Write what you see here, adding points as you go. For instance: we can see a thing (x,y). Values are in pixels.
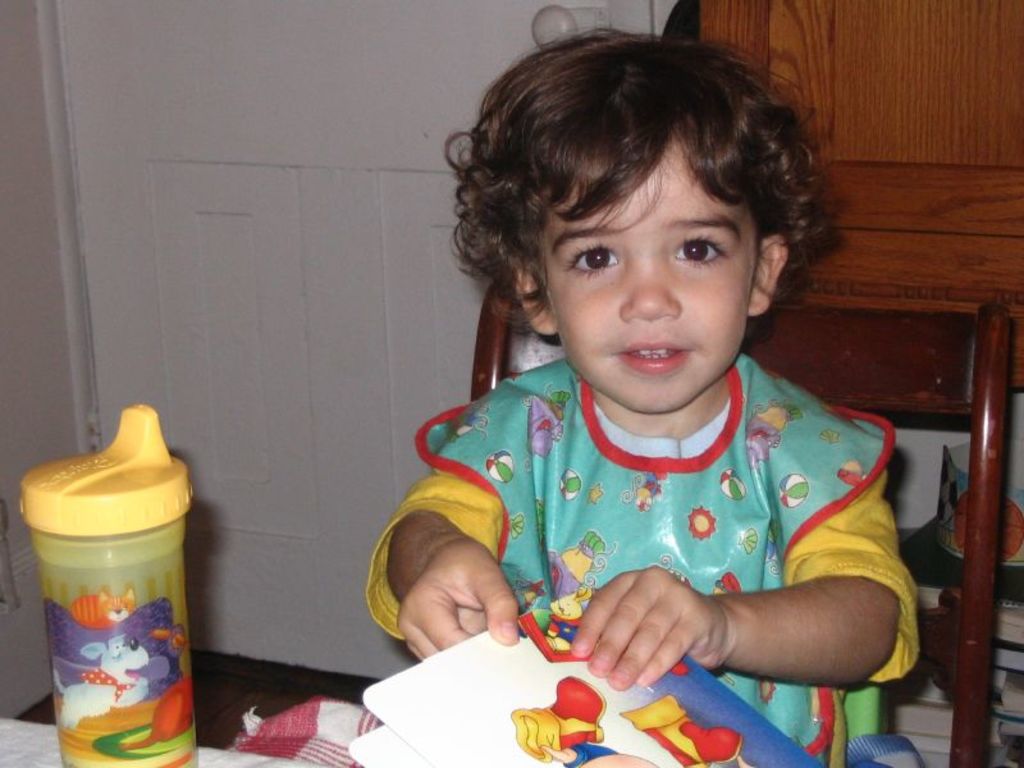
A girl (538,126) is sitting in a chair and playing with a book (577,681) in her hand (466,623).
